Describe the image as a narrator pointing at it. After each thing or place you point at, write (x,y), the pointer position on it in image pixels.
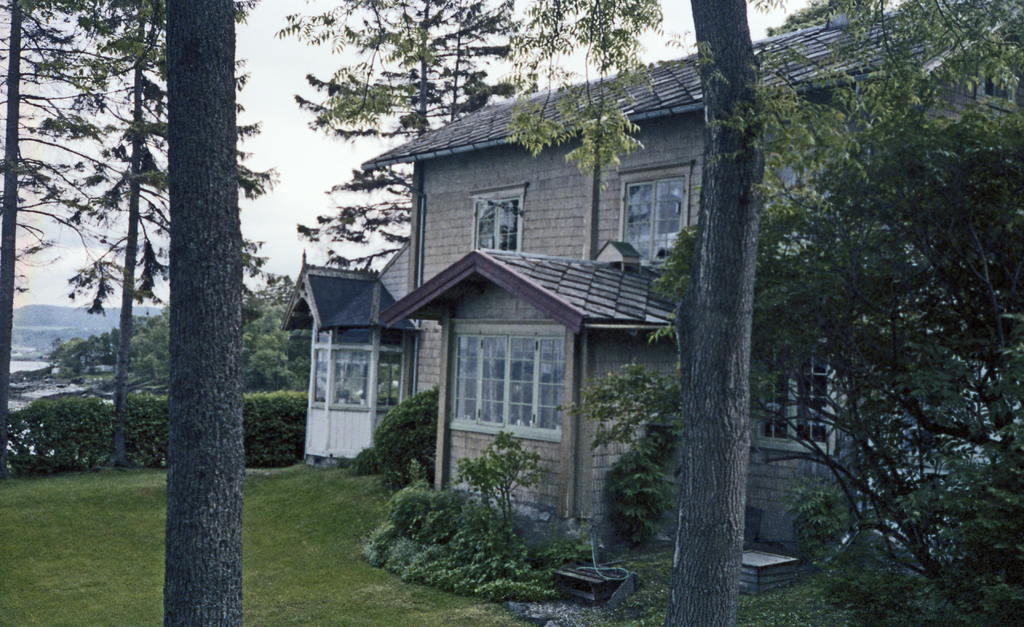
In this image in the front (238,324) there are trees (196,307). In the center (666,383) there are plants (475,517), there's grass (312,540) on the ground (312,540), there is a house (455,342) and there are trees (284,323), the sky (306,183) is cloudy and there is water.
